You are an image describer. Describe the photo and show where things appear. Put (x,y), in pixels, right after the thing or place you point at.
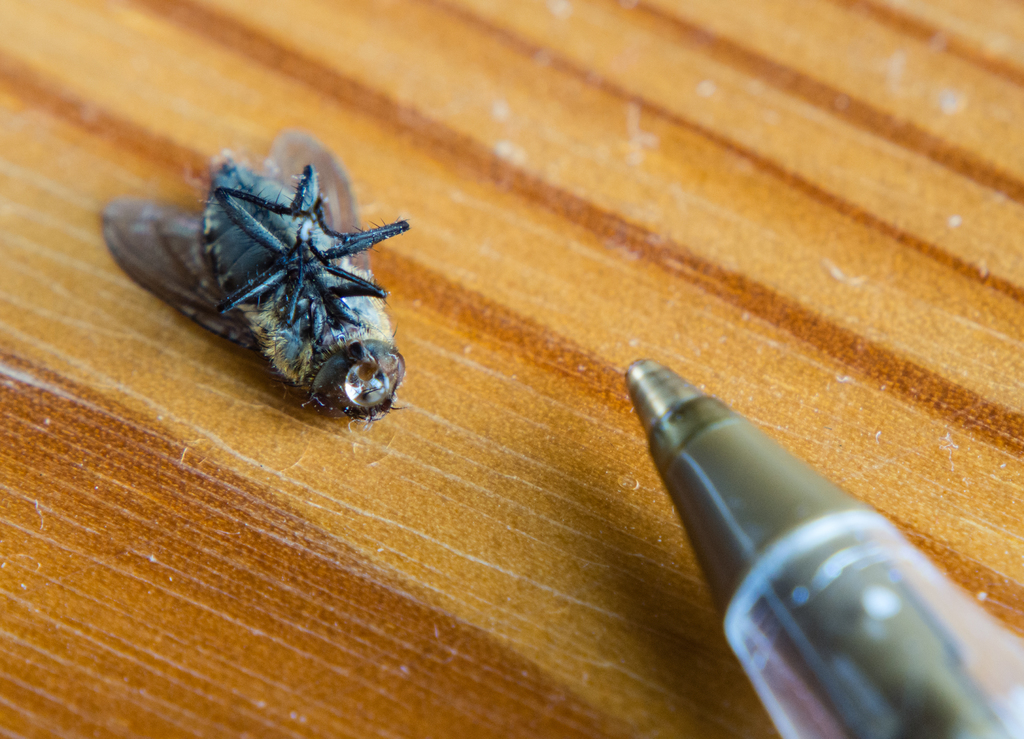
In this picture there is a fly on the table (418,404). In the bottom right (949,721) I can see the pen (826,520).
